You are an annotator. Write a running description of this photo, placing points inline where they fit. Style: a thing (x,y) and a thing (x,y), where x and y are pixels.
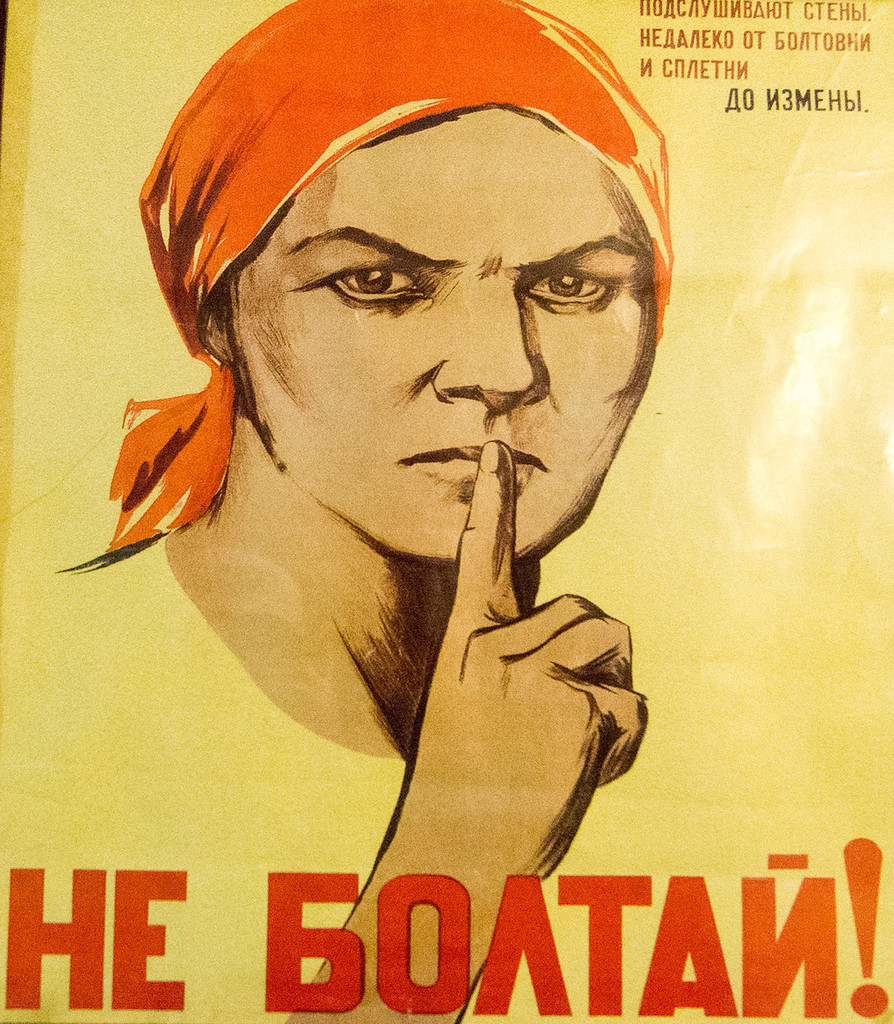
In this image I can see depiction of a face (479,195) of a human (477,444). I can also see something is written at few places and I can see yellow colour in the background (746,263).
